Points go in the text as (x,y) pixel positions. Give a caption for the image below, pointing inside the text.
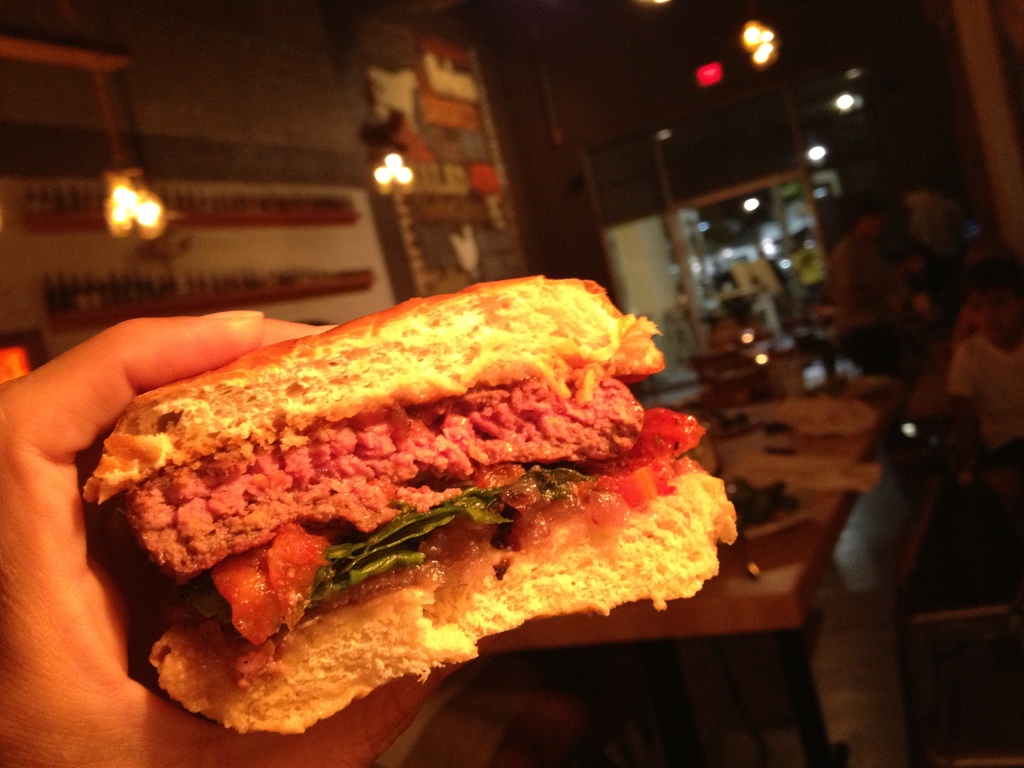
In the picture we can see a hand (43,634) holding a burger (429,495), in the background (36,110) we can see a table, a wall (45,248) with paintings (483,165) and lights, and some people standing near the wall (325,133).
